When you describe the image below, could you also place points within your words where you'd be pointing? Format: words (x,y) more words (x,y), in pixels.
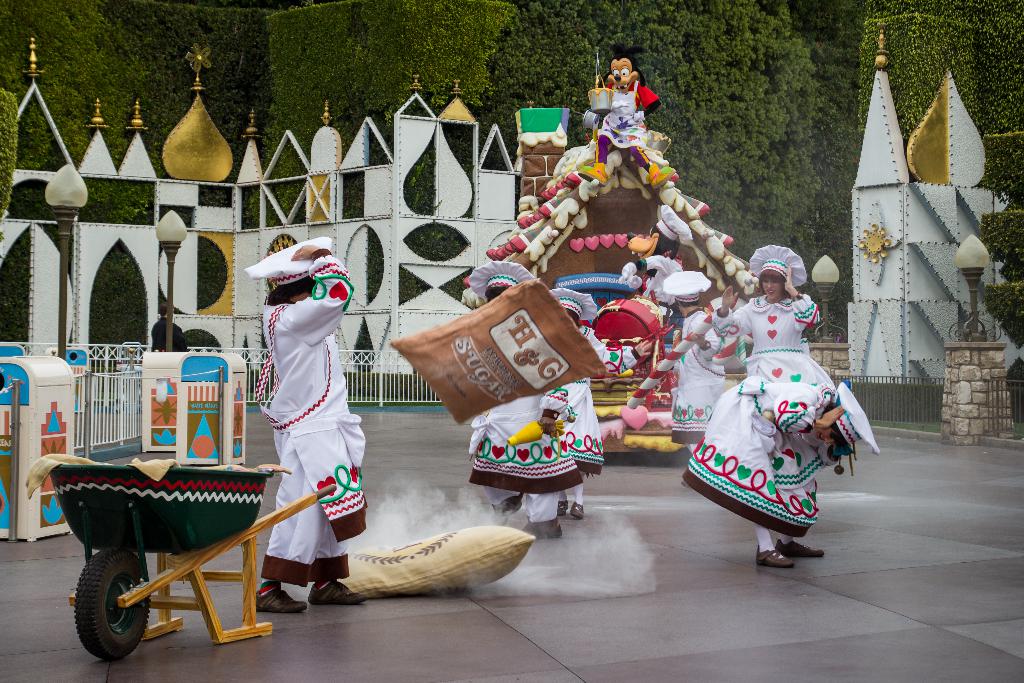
In the image there are few women (756,348) in white frock (769,367) dancing, in the back (842,167) there are small castles (250,167) with trees (654,54) behind it, there is a trolley (99,595) on the left side (197,519).
